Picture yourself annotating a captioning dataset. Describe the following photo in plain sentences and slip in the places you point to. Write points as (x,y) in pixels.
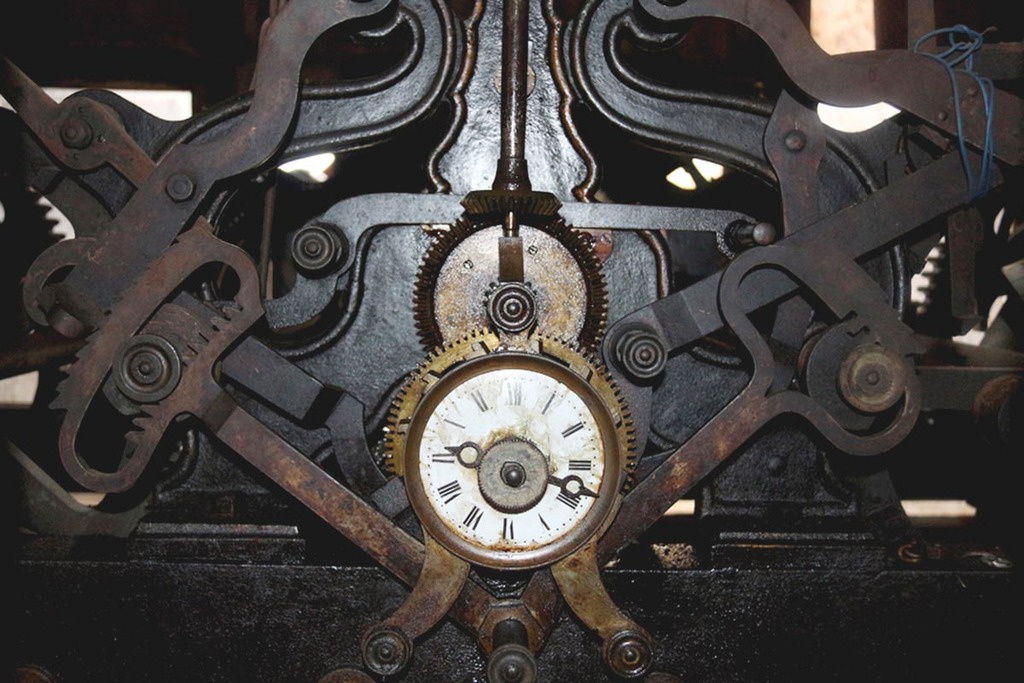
In this picture we can see clock (432,410), rod (518,130), cable (986,147) and metal object (329,580).
